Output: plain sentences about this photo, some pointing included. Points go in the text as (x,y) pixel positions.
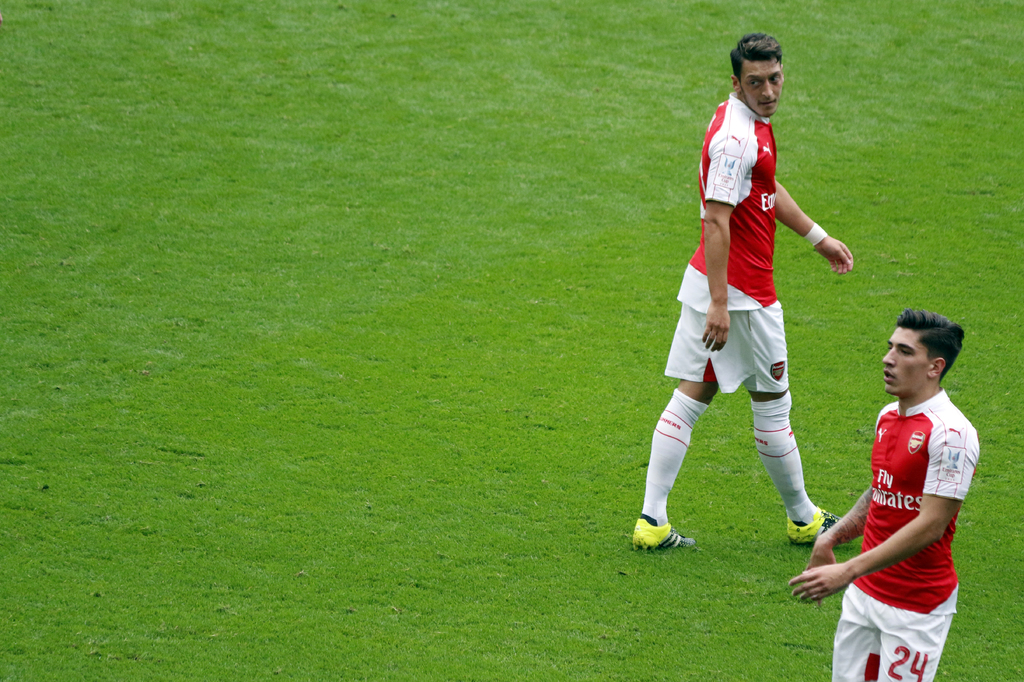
In this image I can see two persons (884,514) wearing red and white color jersey (885,498) are standing and I can see some grass (667,213) on the ground (338,345).
